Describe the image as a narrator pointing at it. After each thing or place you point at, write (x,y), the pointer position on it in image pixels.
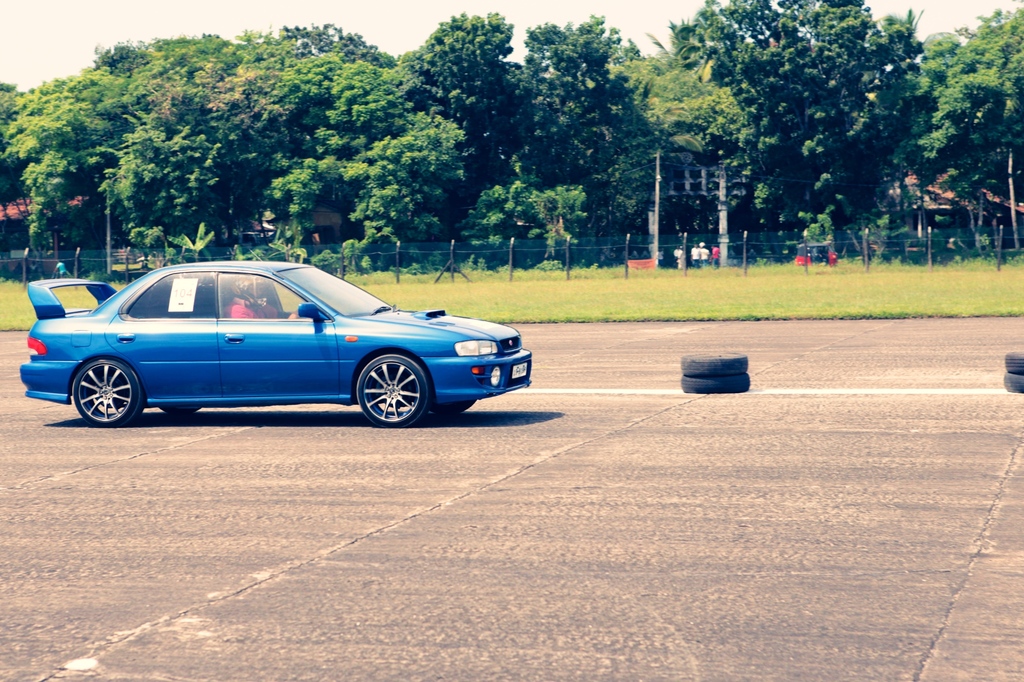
In the image I can see a person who is in the car (387,414) and also I can see some tires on the road (431,477) and to the side there are some trees (383,126), plants (441,279), fencing (461,271) and some other people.
